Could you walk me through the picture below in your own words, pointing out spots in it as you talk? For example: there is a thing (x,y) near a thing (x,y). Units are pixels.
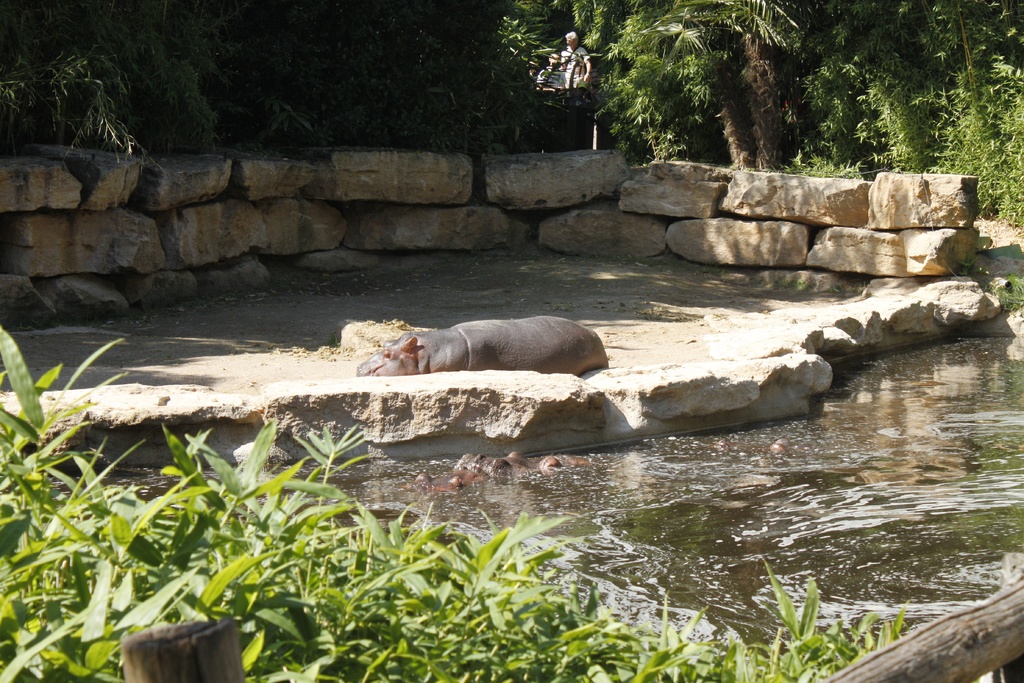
This is animal (535,344), this is water (800,474), these are trees (1005,34).
